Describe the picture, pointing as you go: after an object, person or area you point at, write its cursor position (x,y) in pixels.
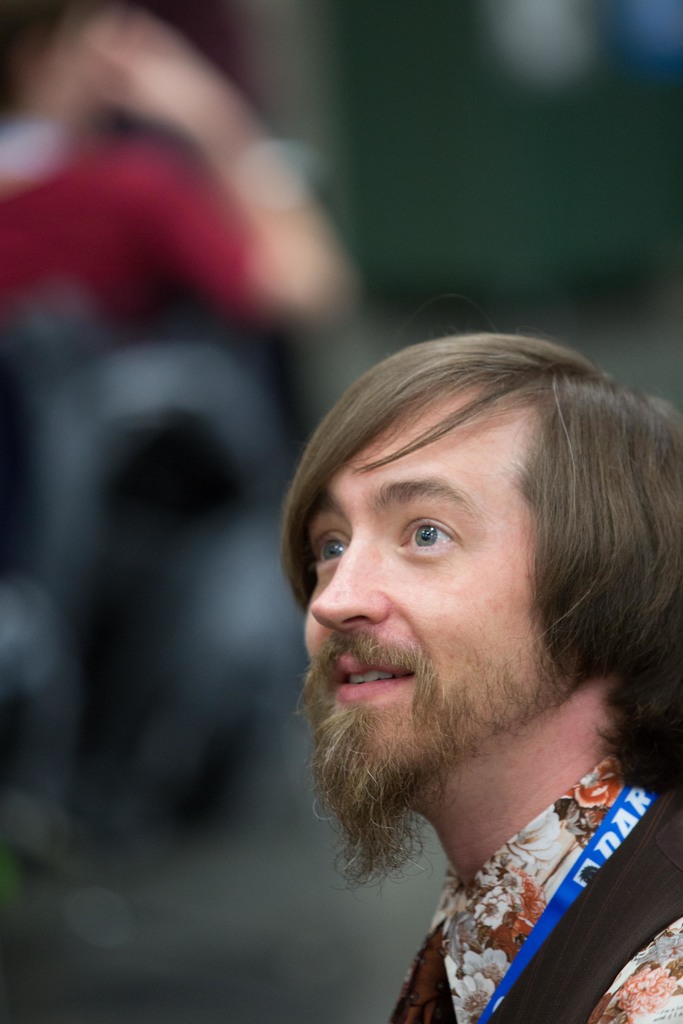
In this image on the right side (531,645), I can see a person (441,678). I can also see the background (93,410) is blurred.
